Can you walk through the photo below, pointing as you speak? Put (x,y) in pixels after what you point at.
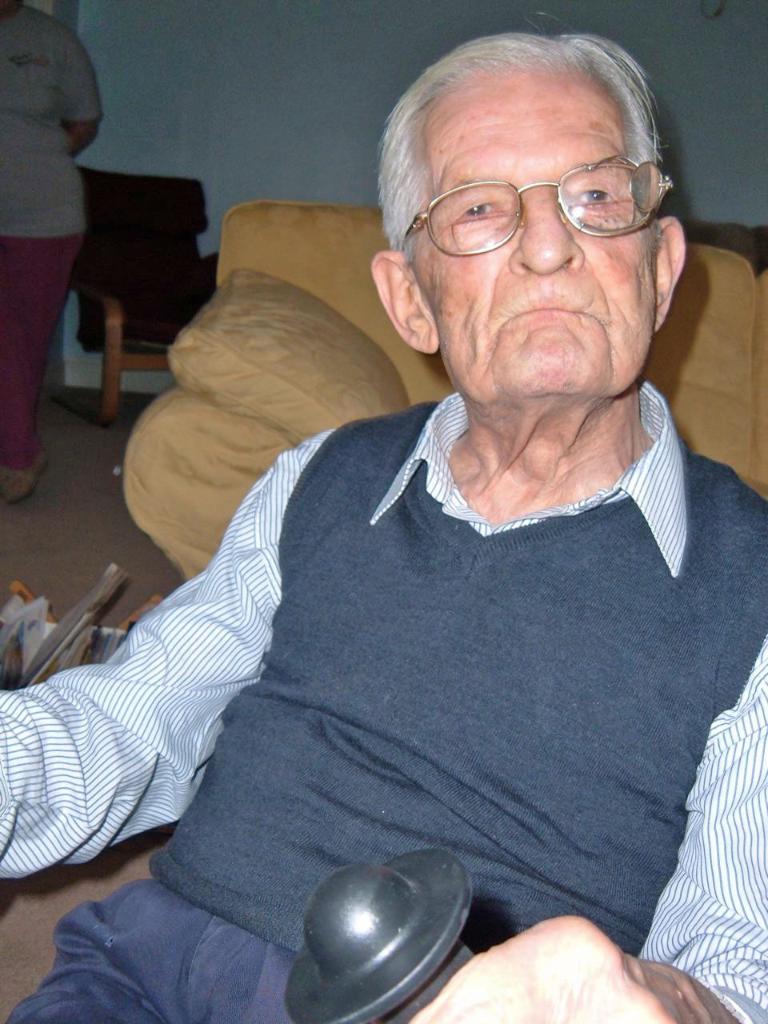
In the center of the image (327,560) a man (453,733) is sitting on a couch (713,256) and wearing spectacles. In the background of the image (228,157) we can see a person (76,65) is standing and also we can see chair (183,191), wall (246,68), some books (29,635). In the middle of the image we can see the floor (26,530).
